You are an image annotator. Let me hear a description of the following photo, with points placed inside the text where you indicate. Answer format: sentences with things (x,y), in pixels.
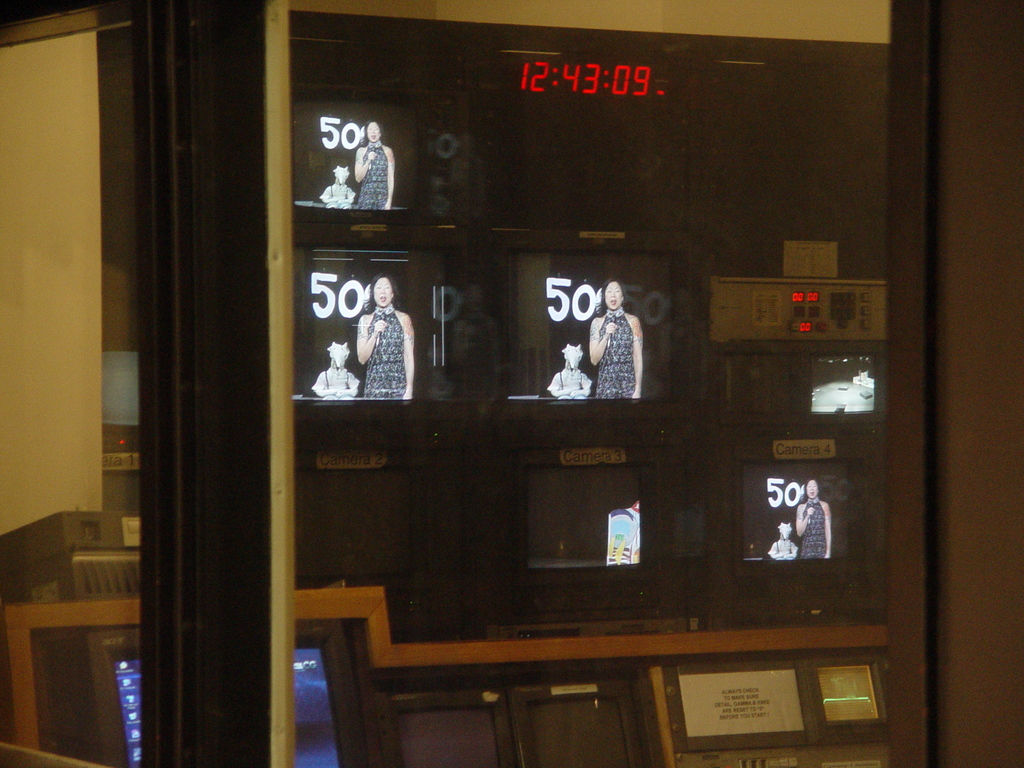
In this image I can see there are TVs (552,308) in them a woman (388,359) is standing and speaking into microphone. At the top (641,94) there is the digital meter (599,90) showing the time in red color and this is the glass wall (479,305). At the bottom (347,636) there is another computer (112,754).
